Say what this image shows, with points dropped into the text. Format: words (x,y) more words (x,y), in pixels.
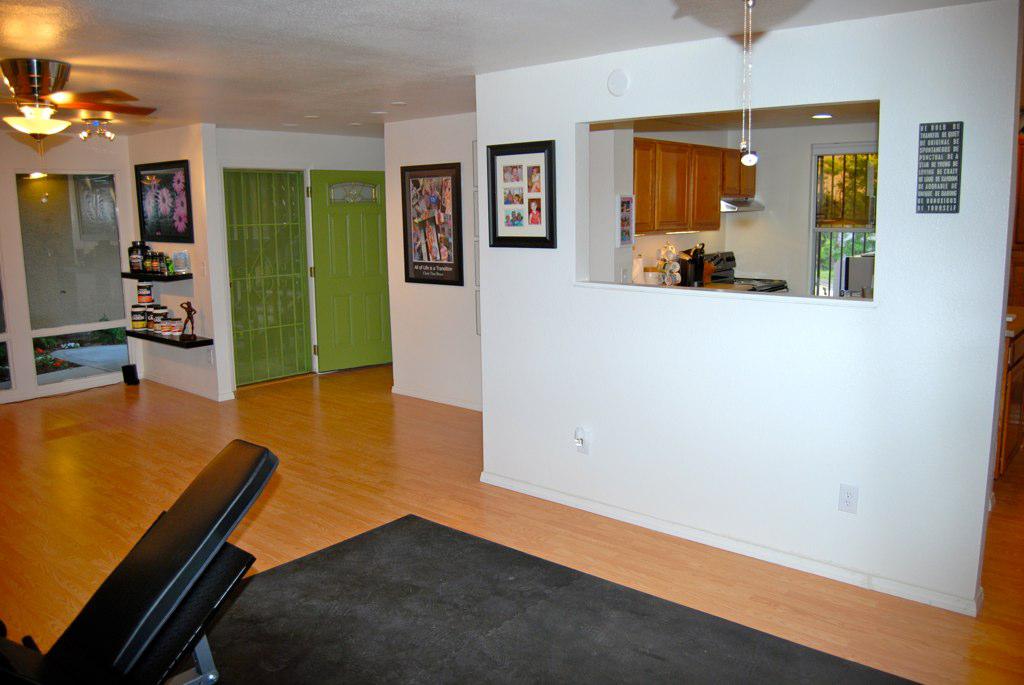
In this image I can see the inner part of the house (364,465). To the right (792,391) I can see the frames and boards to the white wall (576,353). I can also see some objects (165,330) on the shelf (136,332). In the top (41,115) there is a light (61,128). To the right (691,191) I can see the cupboard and some objects (679,276) on the counter top (721,287). I can also see the window (811,236) and through the window (816,252) I can see the trees (828,249).
